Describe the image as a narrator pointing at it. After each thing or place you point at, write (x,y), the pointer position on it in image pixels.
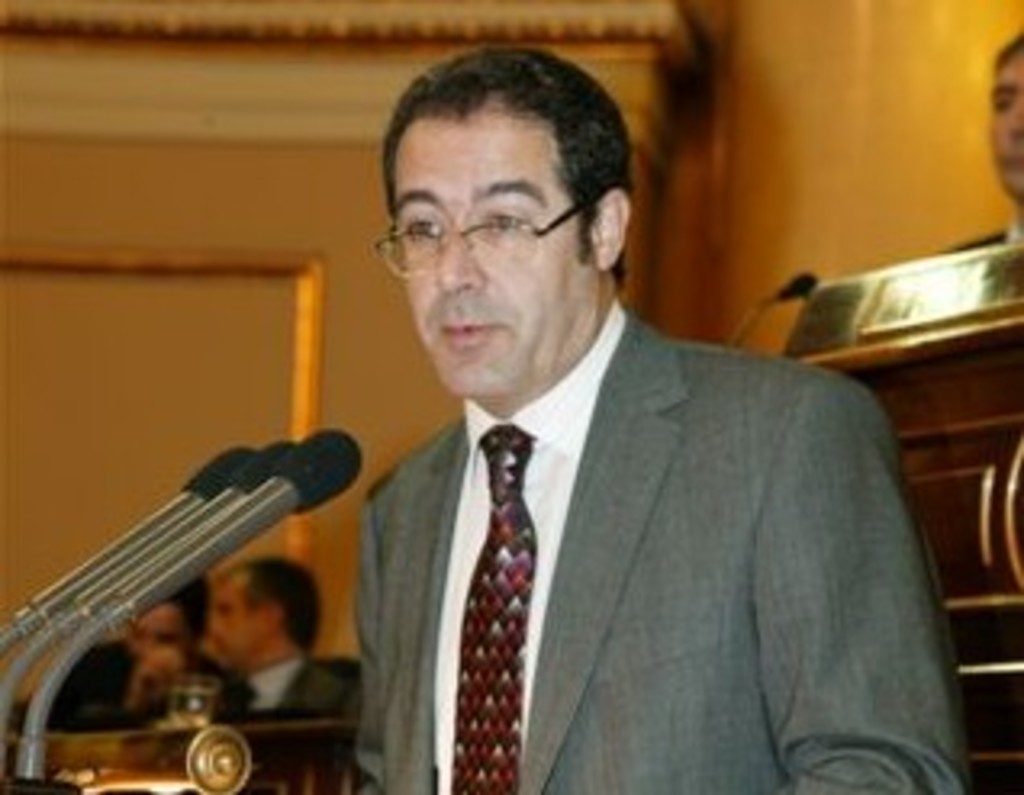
This picture describes about group of people (453,585), In the middle of the image (464,497) we can see a man (426,276), he wore spectacles (434,238), in front of him we can see few microphones (283,478).
